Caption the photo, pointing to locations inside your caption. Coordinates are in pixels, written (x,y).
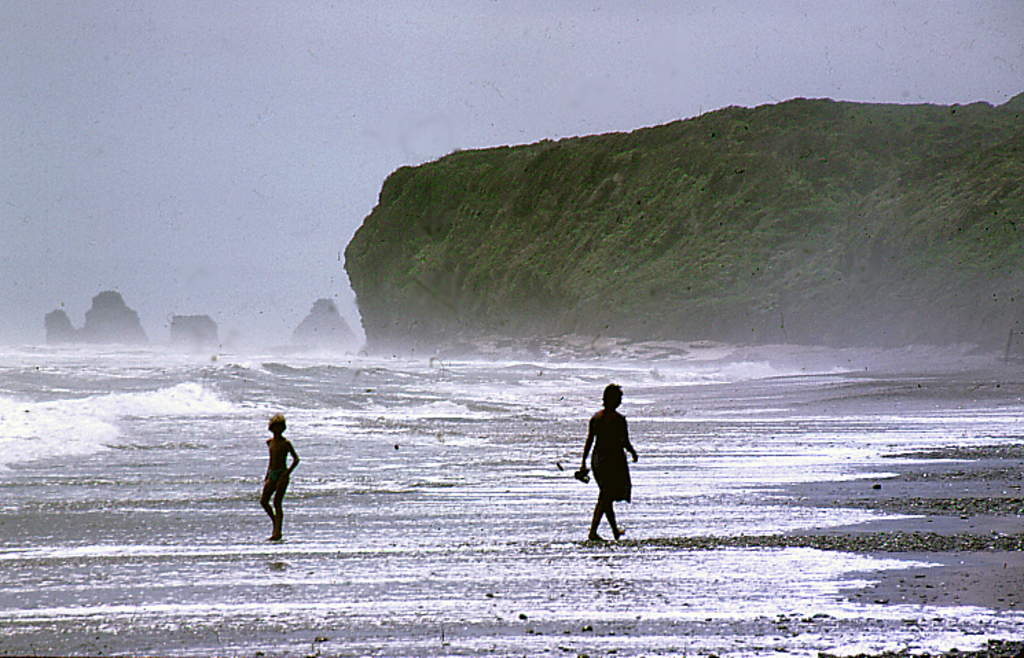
In this image, I can see two persons (598,505) walking on a seashore (614,545). On the left side of the image (102,429), I can see water (100,406) and rocks (332,340). In the background (516,279), there is a hill (543,240) and the sky (657,119).
